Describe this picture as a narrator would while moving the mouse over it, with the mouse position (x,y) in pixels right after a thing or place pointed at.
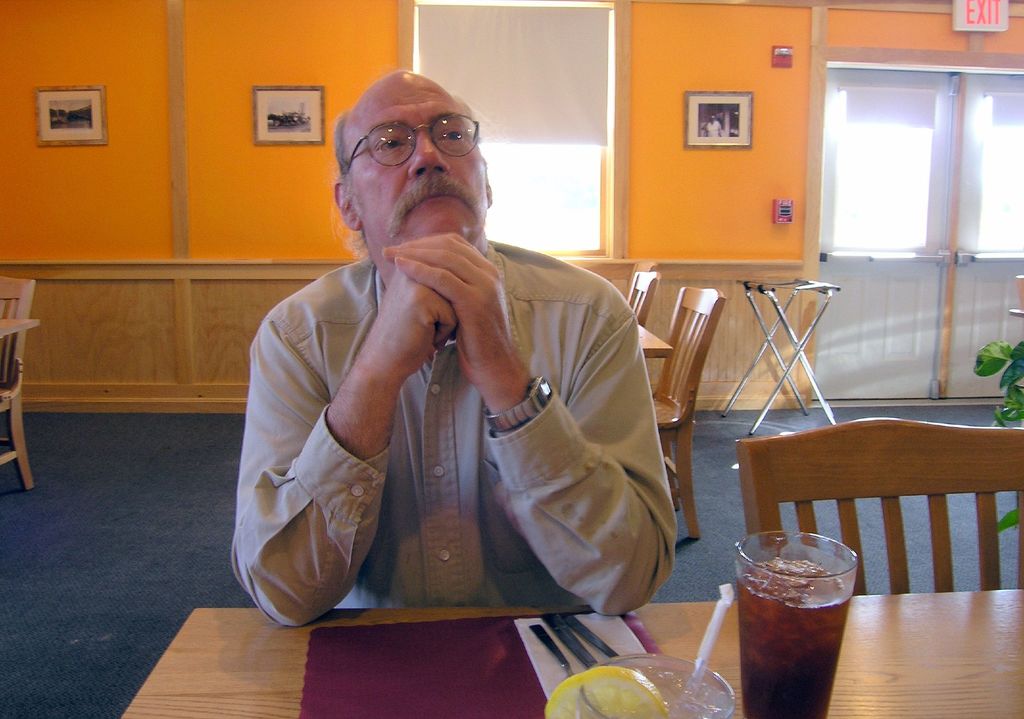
In this image in the center (356,323) there is one person (348,414) who is sitting, and at the bottom (268,643) there is a table (1009,698), on the table (1011,610) there is a cloth (472,679), bowl (568,680) and glass (764,610). In the glass (766,605) there is drink (795,608) and there are some spoons (584,658), and in the background (29,245) there are tables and chairs (1004,439) and plants (1012,397) and there is a door (902,114) and some photo frames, window (517,138), wall (711,208) and objects (788,54), and in the top right hand corner (984,15) there is board (985,24).
